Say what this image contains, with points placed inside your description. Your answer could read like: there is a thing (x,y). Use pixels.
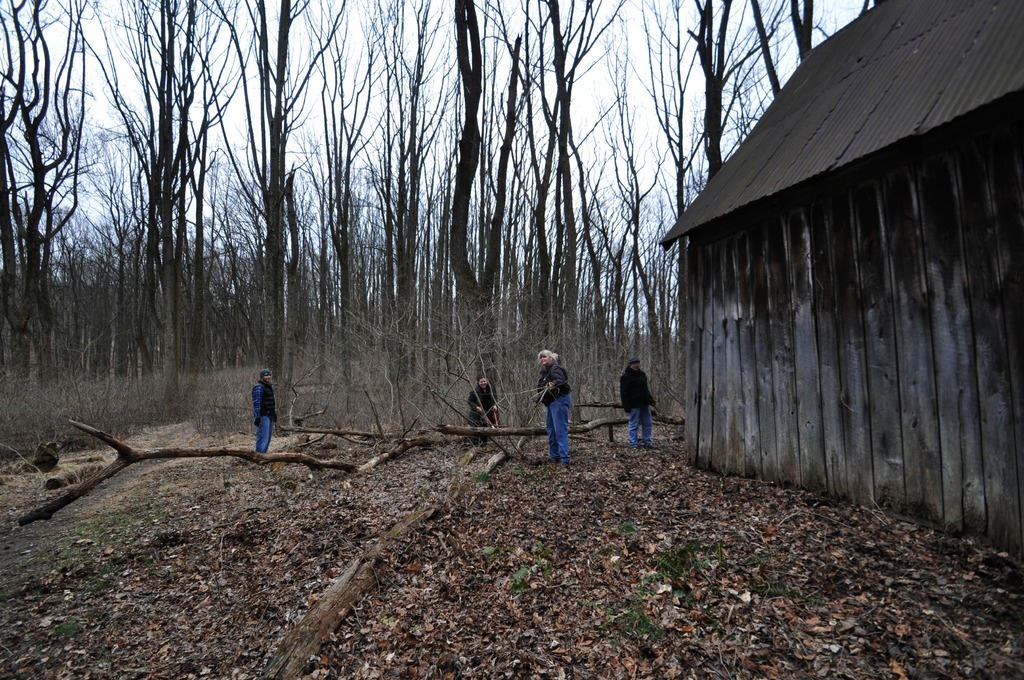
In this image I can see the ground (456,529), few wooden logs (444,432), few leaves (615,546) and few persons (631,395) on the ground (430,447). I can see the wooden house (898,283) and number of trees (532,205). In the background (287,153) I can see the sky (431,90).
